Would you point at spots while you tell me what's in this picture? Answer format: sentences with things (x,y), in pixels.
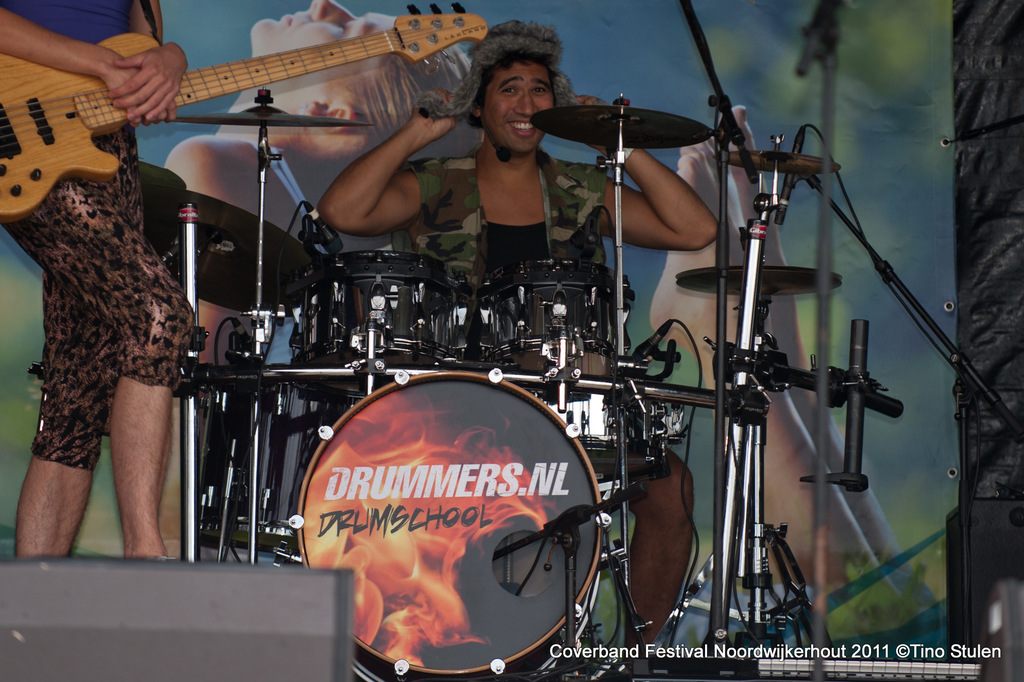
In this picture there are two people (109,230) are there in stage (714,432) and one person (30,243) holding the guitar (96,136) and standing on floor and another person (544,191) is holding his hat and sitting behind the drums (420,295) the stage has many instruments (346,333).
